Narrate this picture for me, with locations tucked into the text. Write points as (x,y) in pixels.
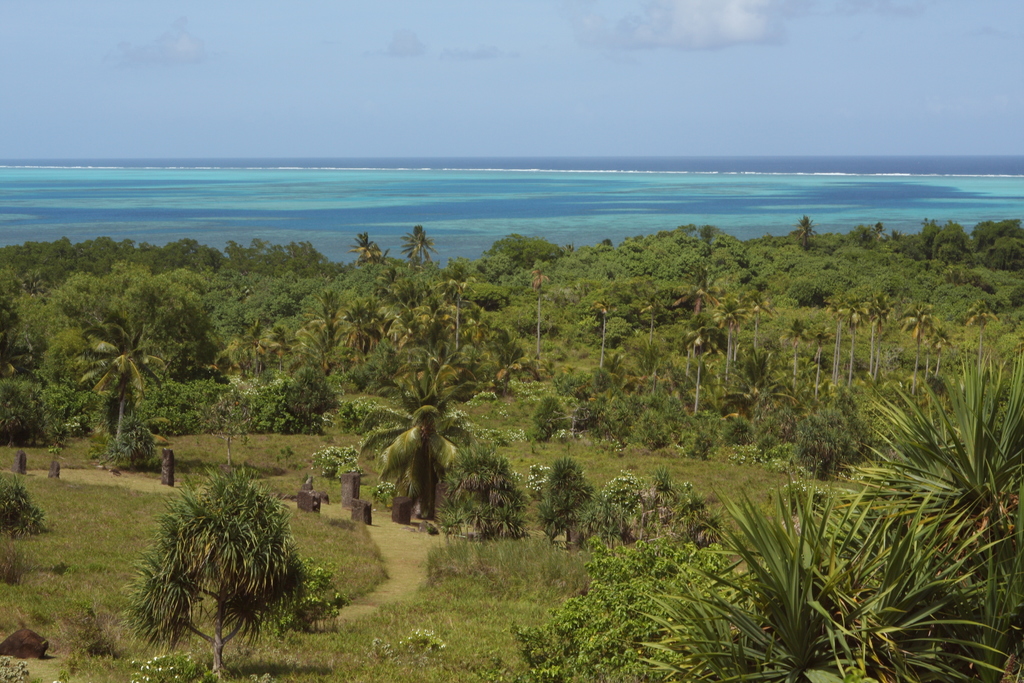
In this image we can see so many trees (402,463), plants (261,570), grass (184,452), stones (370,513) and a sea (558,229). In the background (509,103), we can see the sky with clouds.
